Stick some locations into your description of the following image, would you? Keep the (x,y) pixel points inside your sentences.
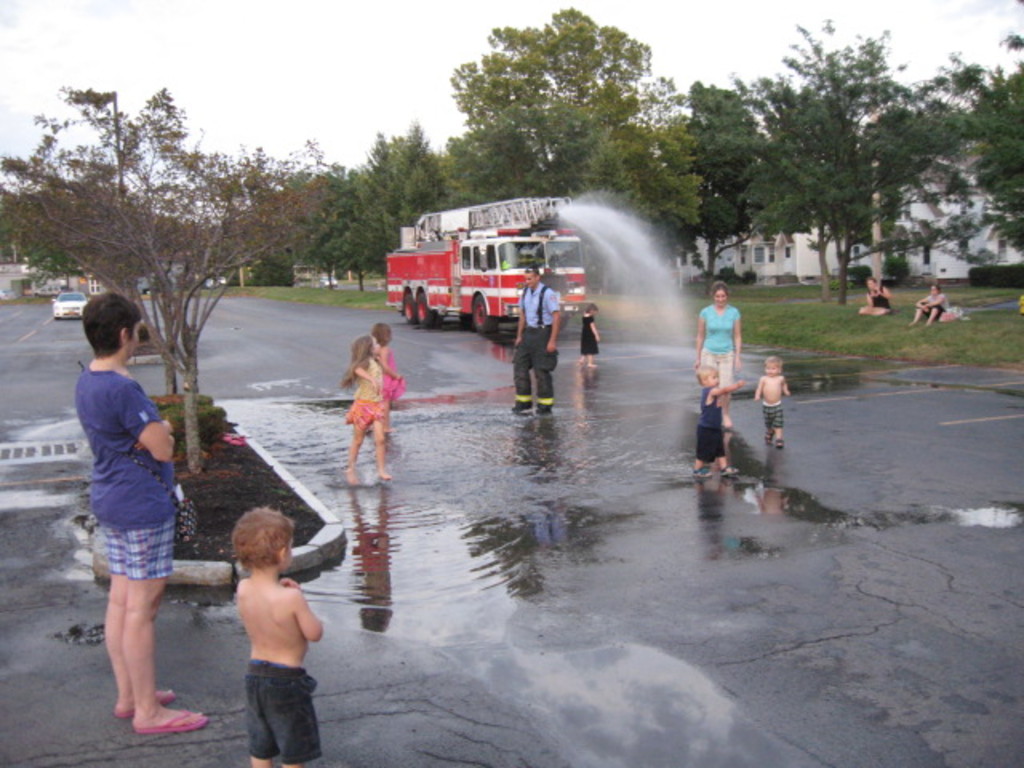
In this picture we can see vehicles (407,270), some people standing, water (592,506) on the road (277,304), two people (881,291) sitting on the grass (824,323), trees (195,178), buildings (752,268) and in the background (67,30) we can see the sky (338,67).
